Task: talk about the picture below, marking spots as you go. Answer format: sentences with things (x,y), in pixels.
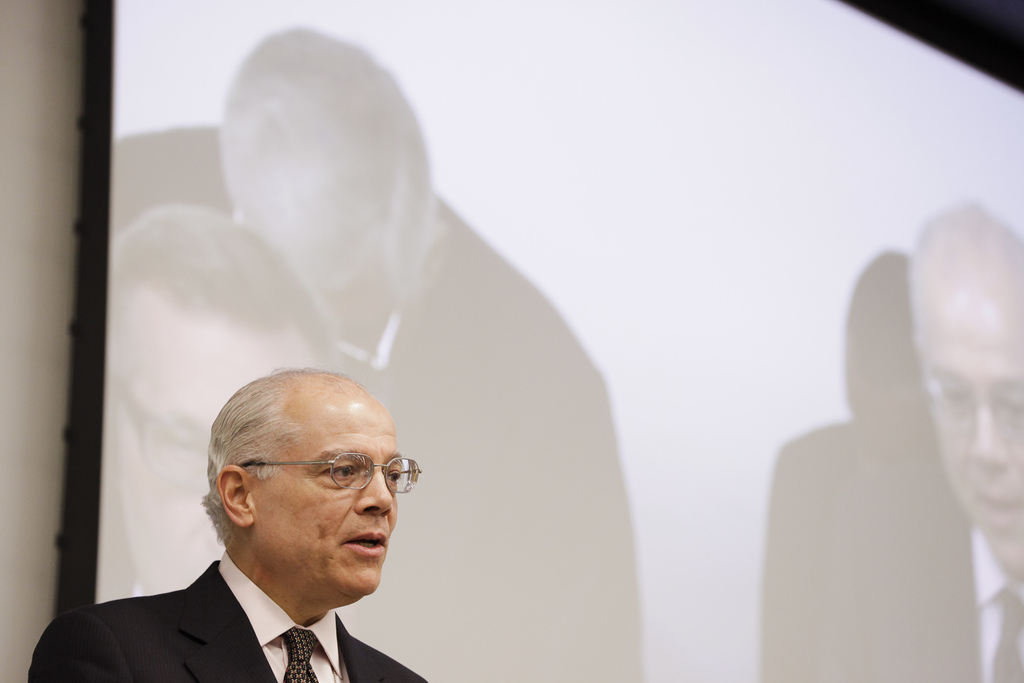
On the left side of this image (263,533) there is a man (179,632) wearing a black color suit (166,628), facing towards the right side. It seems like he is speaking. At the back of this man (345,507) there is a screen (544,226) which is attached to the wall (37,253). On the screen (710,291), I can see the images (551,380) of persons (401,287).
